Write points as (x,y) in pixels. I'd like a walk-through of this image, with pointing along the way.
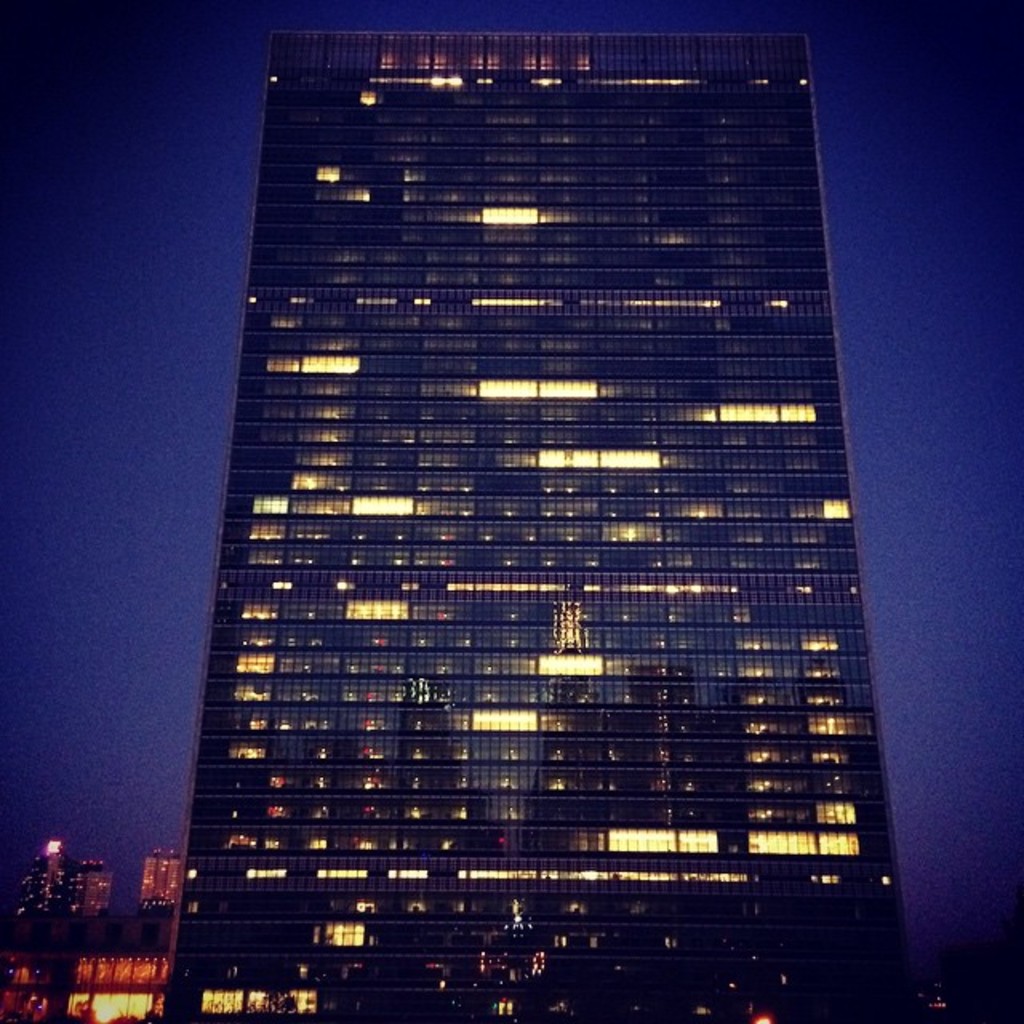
In this image there are buildings (228,920). In the background (44,263) there is sky (79,347).
